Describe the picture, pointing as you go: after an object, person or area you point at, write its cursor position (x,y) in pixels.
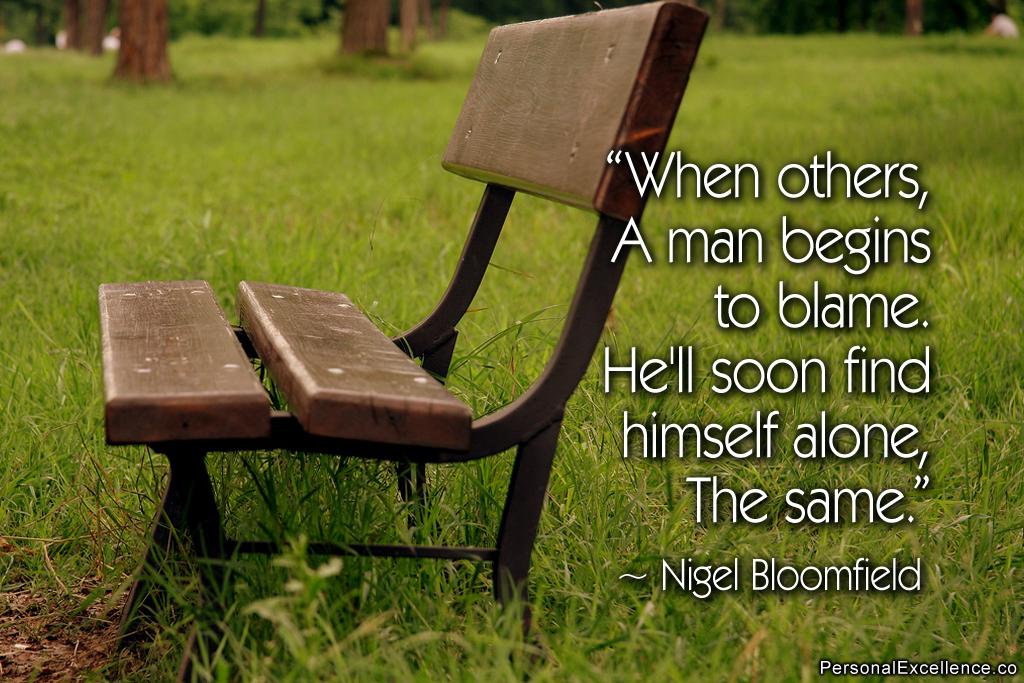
In this image we can see grass (102,431), trunks (75,13) of trees (361,12), bench (491,89), person (994,24) and a text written on the right side of the image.
